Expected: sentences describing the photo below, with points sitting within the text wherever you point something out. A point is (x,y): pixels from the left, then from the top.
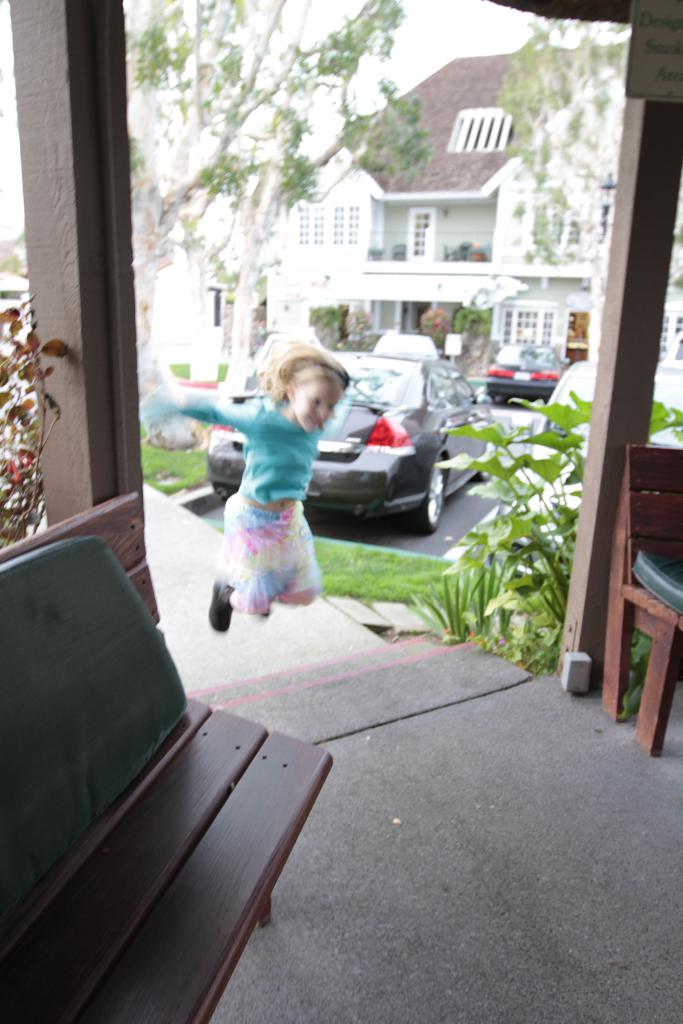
In this picture we can see a bench (195,890) and a girl (300,381) is jumping, in the background (415,436) we can see couple of cars (503,385), buildings (452,241) and trees (220,178).
